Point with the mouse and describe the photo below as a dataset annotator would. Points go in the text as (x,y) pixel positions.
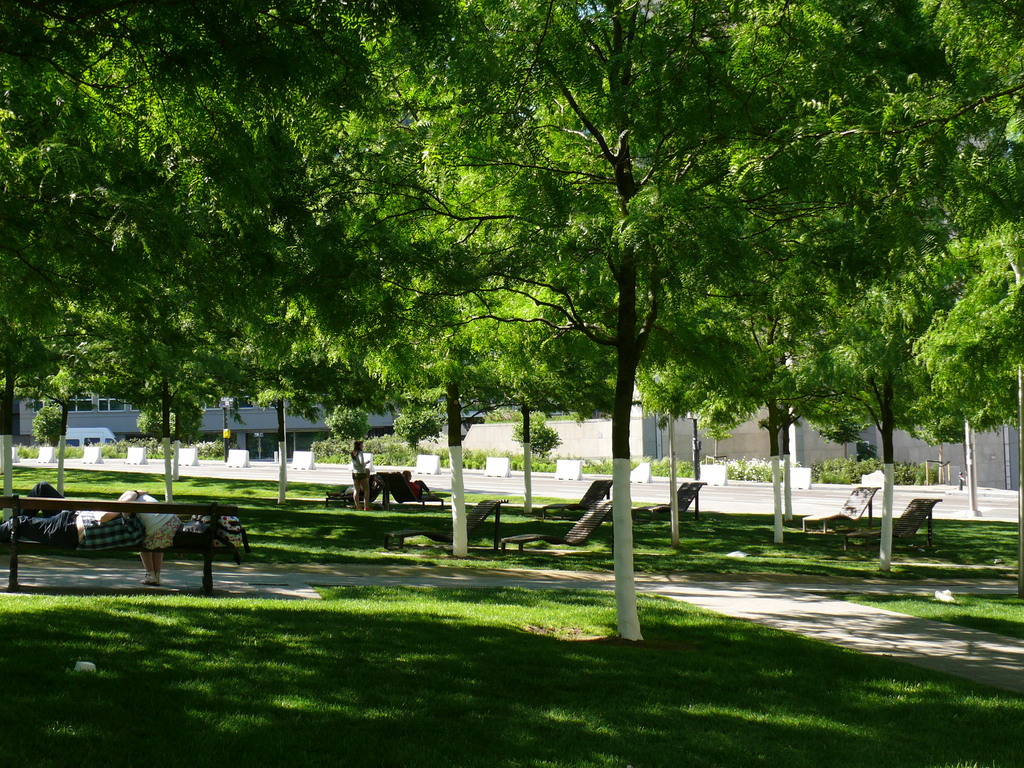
In this image there are group of people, bench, chairs (384,501), plants (51,424), grass (537,602), trees (17,254), vehicle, building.
